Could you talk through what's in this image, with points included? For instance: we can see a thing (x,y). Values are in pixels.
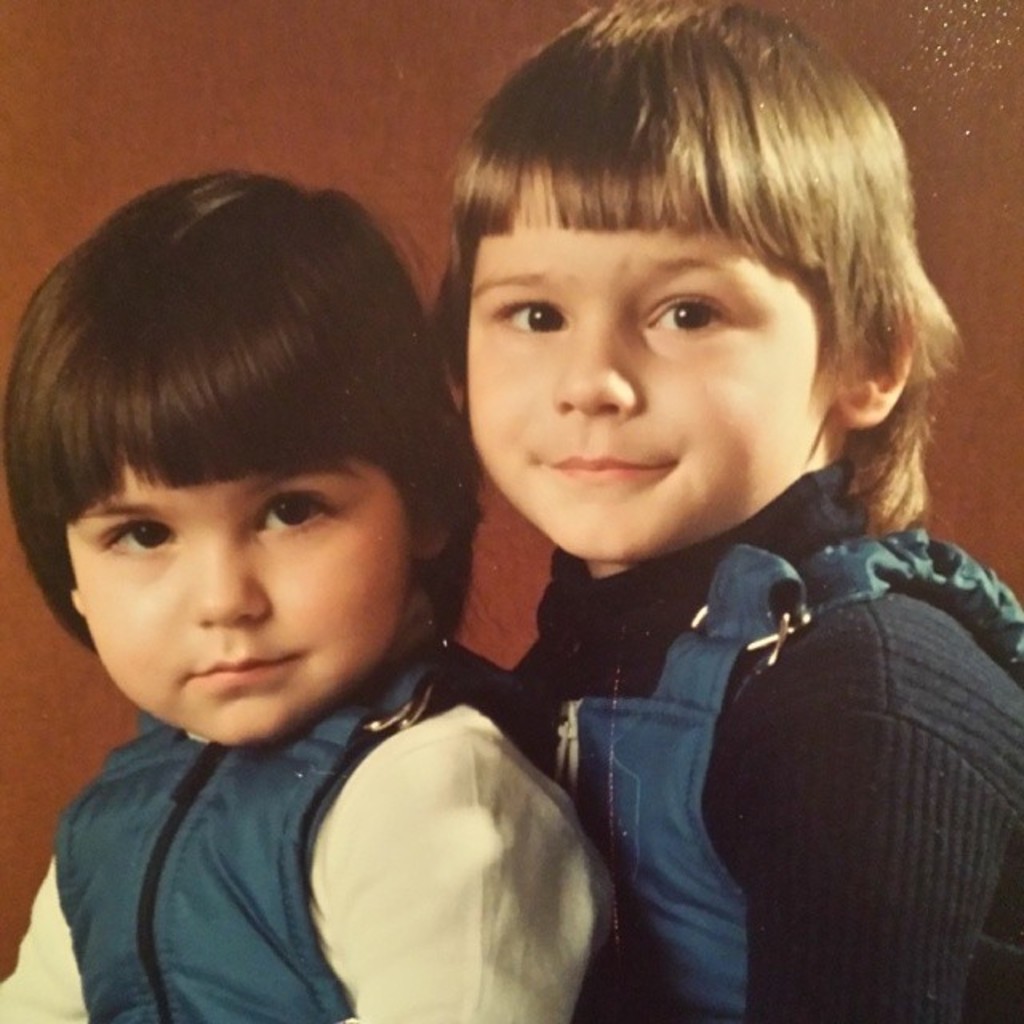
In this image, I can see two kids (292,627) and there is a brown background (126,87).
